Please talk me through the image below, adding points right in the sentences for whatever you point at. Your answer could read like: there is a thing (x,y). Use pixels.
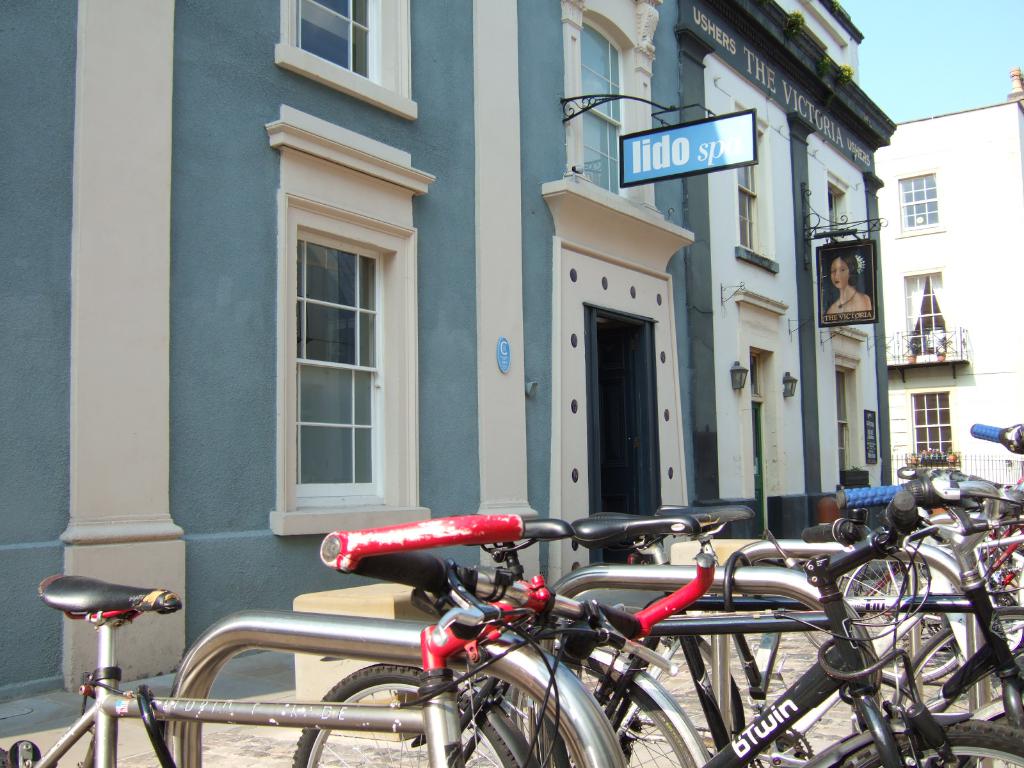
In this image I can see number of bicycles (532,714) which are black, white, blue and red in color are on the sidewalk (359,749). In the background (699,349) I can see few buildings (645,276), few boards (821,261), few windows (917,314) and the sky (929,71).
